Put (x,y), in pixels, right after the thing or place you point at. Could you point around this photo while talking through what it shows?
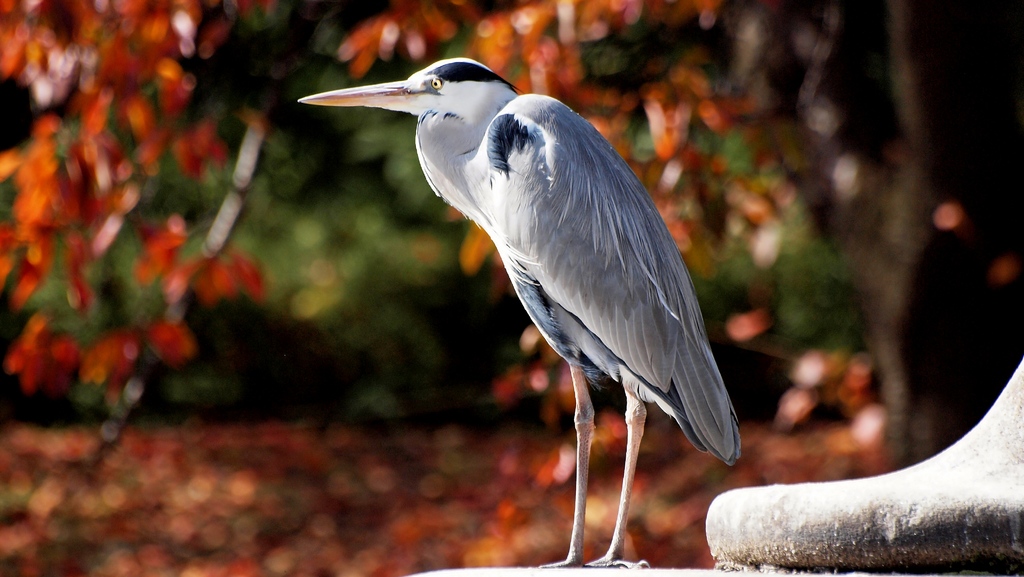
As we can see in the image in the front (550,237) there is a white color bird (578,395). In the background (504,14) there are trees (632,93) and the background (247,306) is little blurred.
